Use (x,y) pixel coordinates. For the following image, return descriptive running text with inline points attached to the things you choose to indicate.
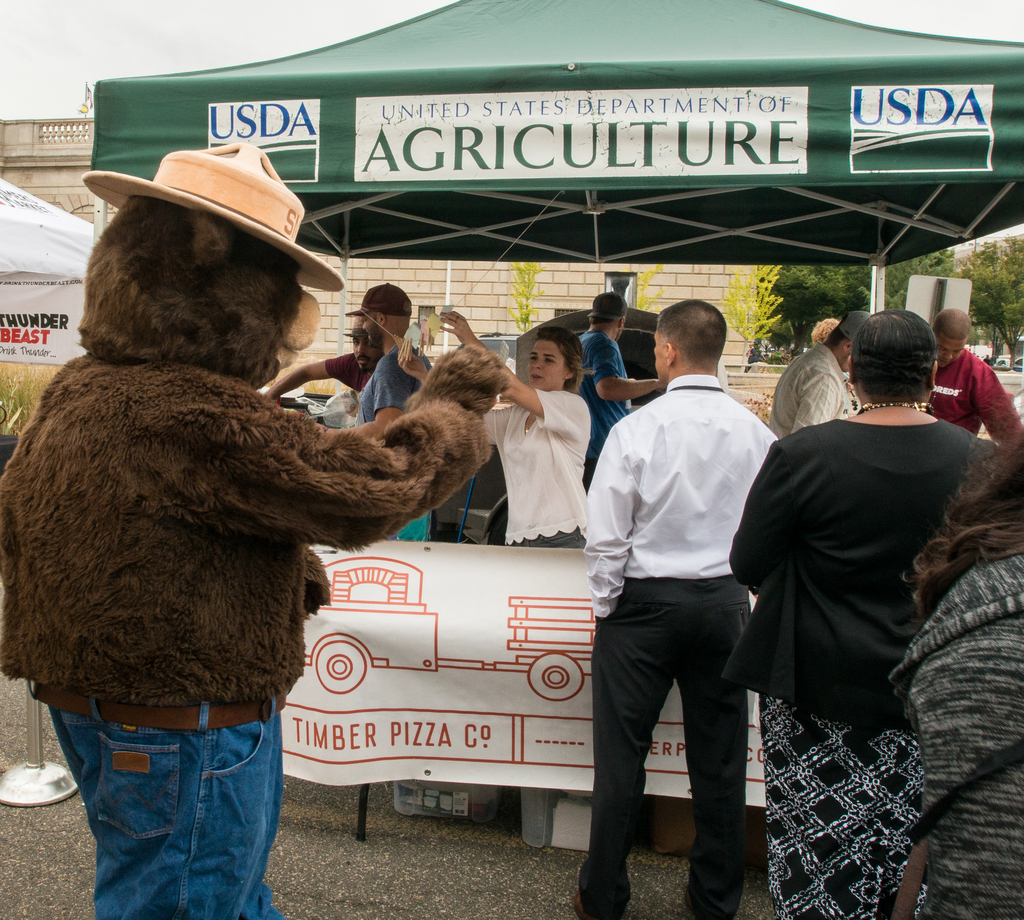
On the left side (268,488), we see a person (216,504) is wearing a mascot costume (243,521). In front of the picture, we see people (900,687) are standing. In the middle of the picture (577,361), we see people (571,357) are standing under the green color tent (596,182). In front of them, we see a white banner (465,665) with some text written on it. On the left side (17,223), we see a pole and a white tent (54,294) with some text (17,328) written on it. There are buildings (726,271) and trees (741,300) in the background (822,300). We even see cars (1021,362) in the background (1005,368).
